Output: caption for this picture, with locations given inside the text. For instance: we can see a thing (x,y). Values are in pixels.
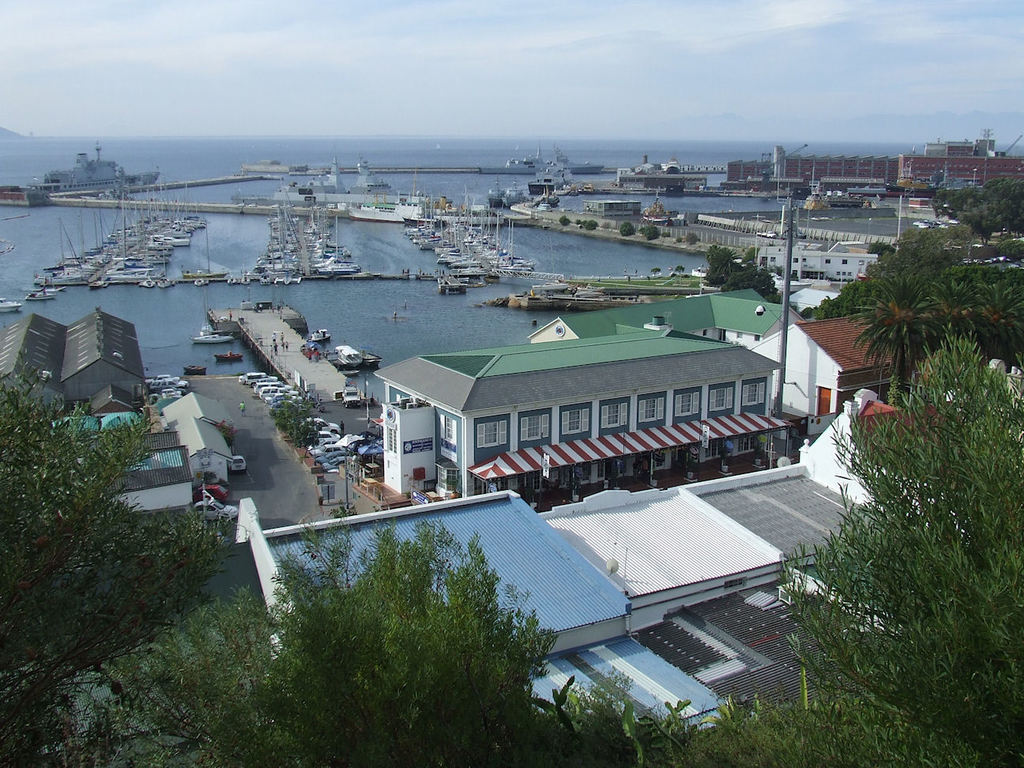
In the foreground of the picture (443,395) we can see trees (226,651), building (614,471), car (336,426), roads (265,457), poles (769,446), cables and various objects (578,472). In the middle of the picture (503,273) there is a shipyard (87,179) and we can see a water body (61,166), ships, boats (652,219), trees (899,277), buildings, dock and various objects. At the top (510,75) it is sky (487,91).
